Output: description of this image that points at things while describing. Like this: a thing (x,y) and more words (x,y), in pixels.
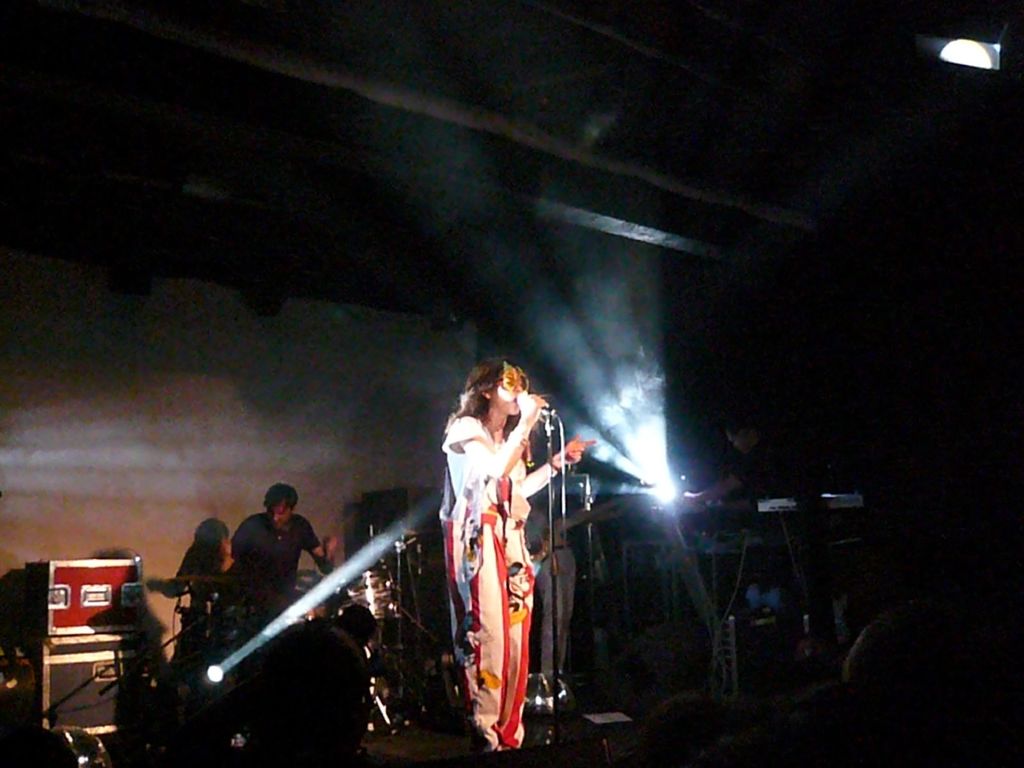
In this image we can see a lady (489,466) holding a mic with mic stand (545,420). In the back (282,577) there is a person (260,556) playing drums (355,572). Also there are lights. And it is looking dark. And there are boxes (90,636) on the left side (68,599).
